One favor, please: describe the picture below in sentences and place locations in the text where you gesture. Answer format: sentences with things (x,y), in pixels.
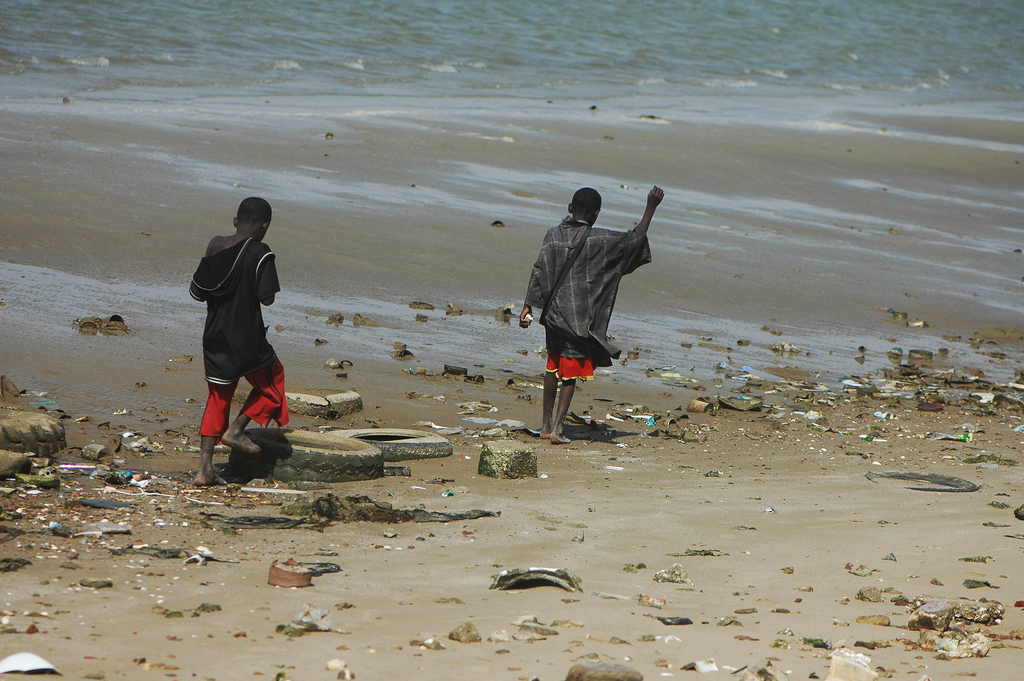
In the picture we can see a beach (63,583) with sand (170,234) on it, we can see dust particles (47,404) and some tires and two children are walking and in the background (943,21) we can see water (449,114).
